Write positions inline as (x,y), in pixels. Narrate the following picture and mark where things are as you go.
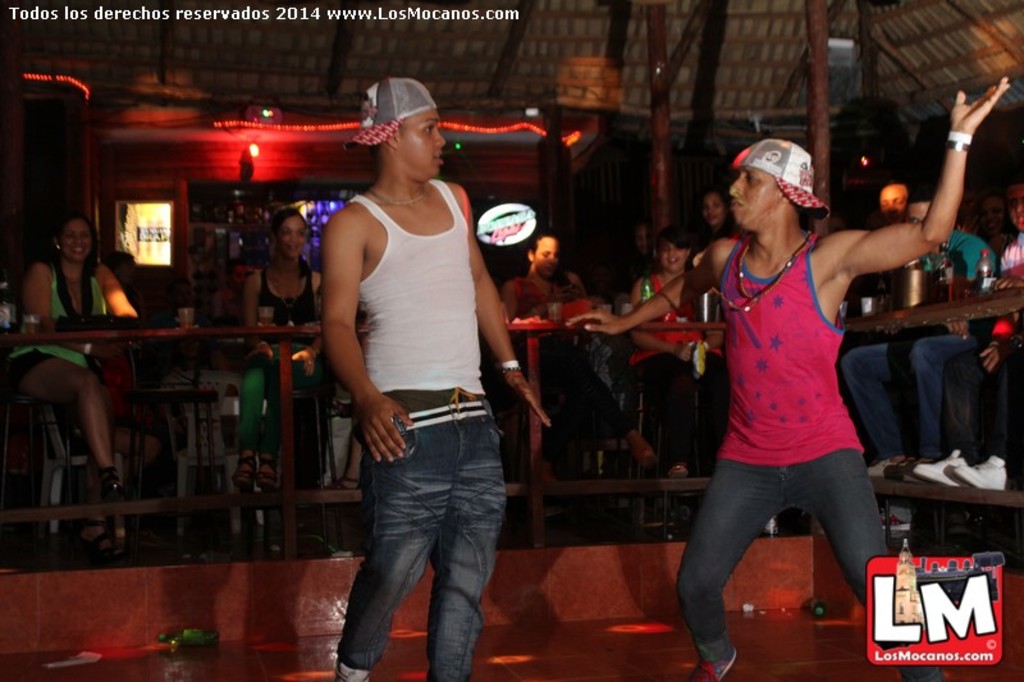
In the center of the image (459,330) we can see persons (381,366) standing on the floor (670,641) and performing. In the background (642,439) we can see persons (590,439), chairs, tables (970,313), beverage bottles (987,277), food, glasses (33,321) and plates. In the background (215,175) we can see pillars (817,105), light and wall (180,145).
